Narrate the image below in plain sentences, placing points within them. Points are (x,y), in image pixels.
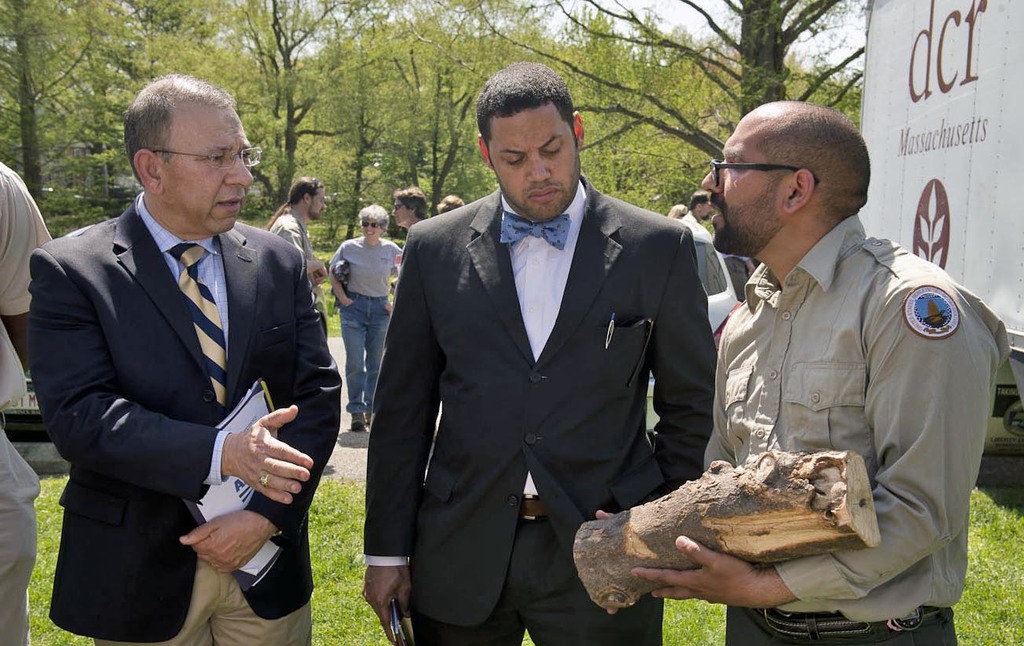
In this picture there are people (639,237) in the center of the image (573,256) and there is a man (888,261) who is standing on the right side of the image (734,573), by holding a log (744,488) in his hands (751,579) and there are trees (696,111) at the top side of the image (624,131).
